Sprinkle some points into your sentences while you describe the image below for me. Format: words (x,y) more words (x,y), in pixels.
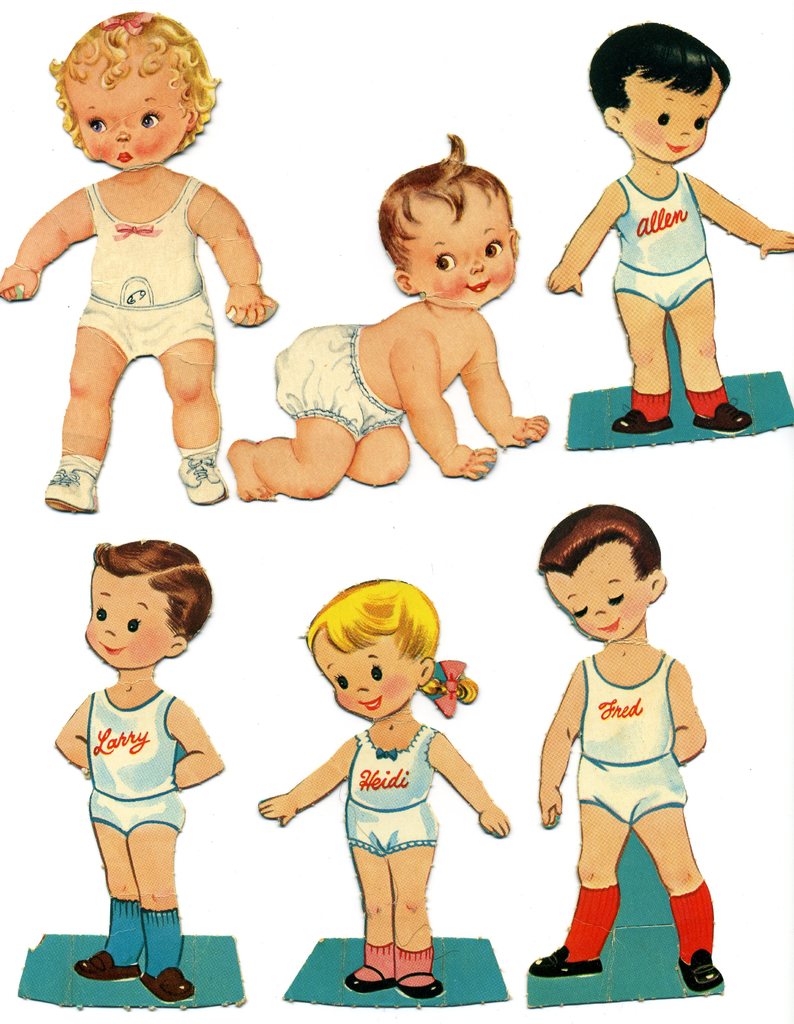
In this image I can see six paper dolls (662,334). This image looks like a paper doll illustration.
